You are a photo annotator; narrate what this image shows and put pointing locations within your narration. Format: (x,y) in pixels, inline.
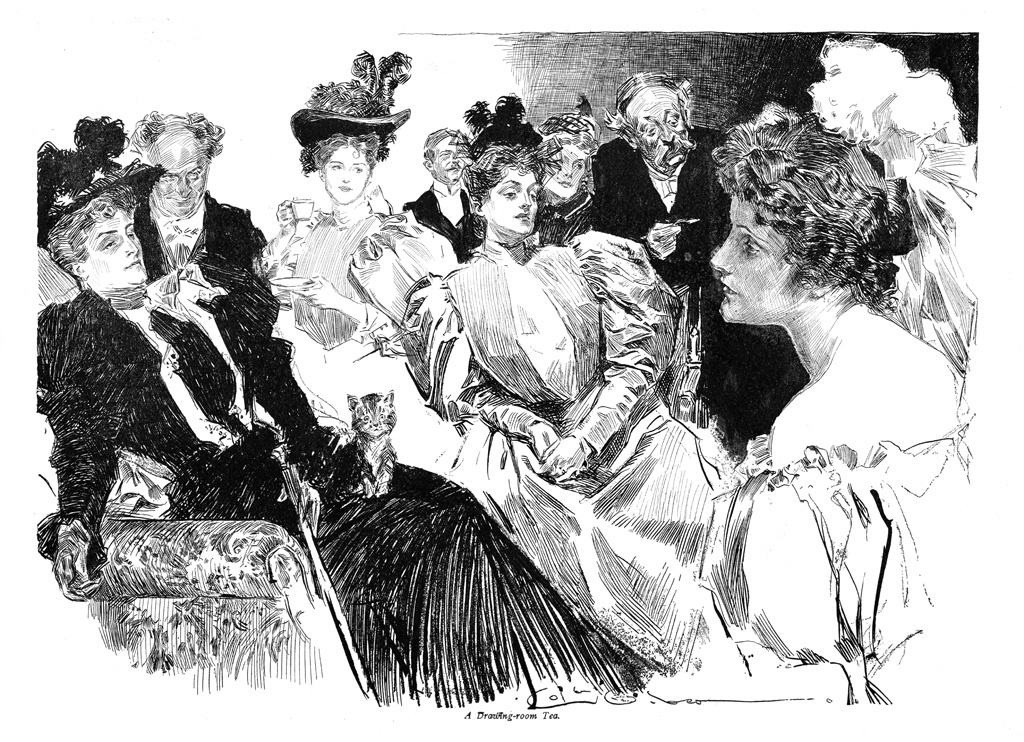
It is a black and white image. In this image people (333,496) are sitting on the sofa (240,534).
